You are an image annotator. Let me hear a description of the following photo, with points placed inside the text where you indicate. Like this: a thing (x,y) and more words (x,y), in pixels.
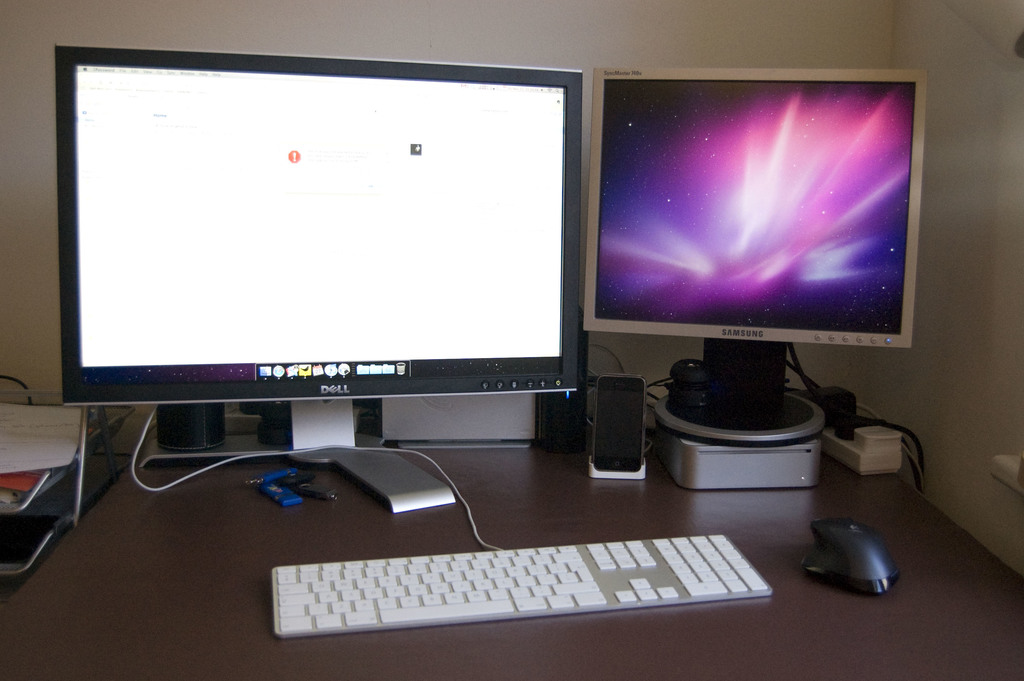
In the picture I can see two monitors (411,360), speaker boxes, mouse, keyboard (457,595), keychain (283,474) and few more objects (67,451) are placed on the table (23,606). In the background (214,50), I can see the wall (214,50).
